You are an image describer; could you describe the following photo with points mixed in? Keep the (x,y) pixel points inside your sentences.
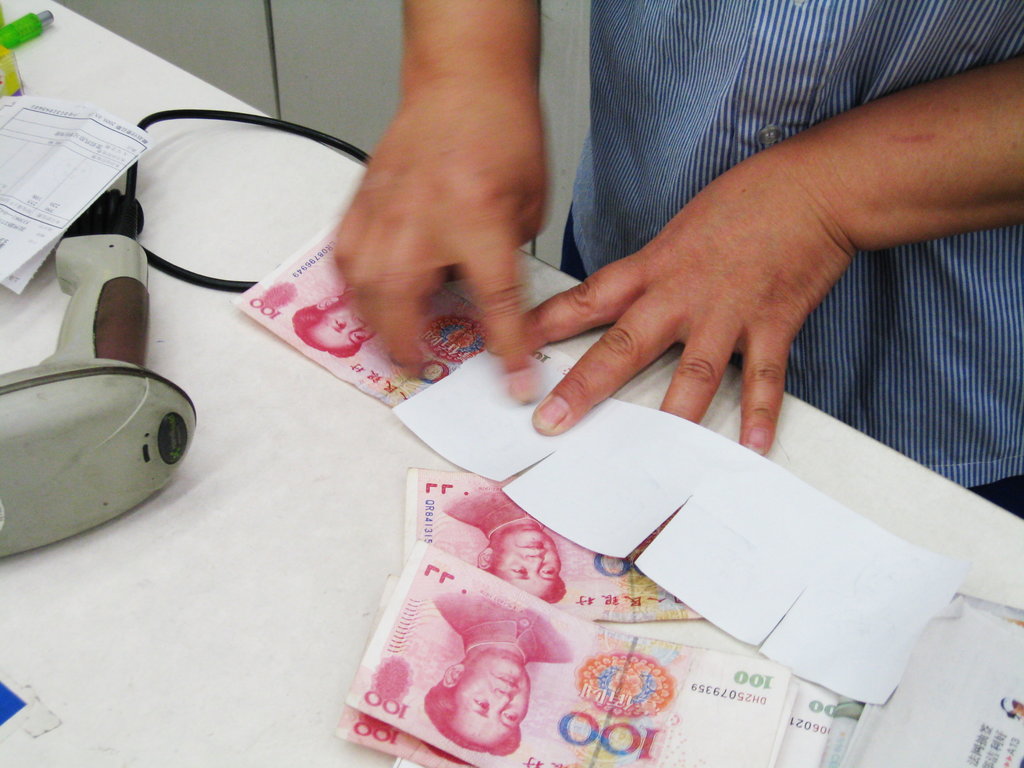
In the image we can see there are paper notes (497,676) kept on the table (328,486) and its written number ¨100¨ (603,741) on the paper notes (589,738). There is a gun shaped machine (88,400) kept on the table (129,751) and there is a person (759,299) standing. He is pasting paper (509,431) on the paper note (359,361).
